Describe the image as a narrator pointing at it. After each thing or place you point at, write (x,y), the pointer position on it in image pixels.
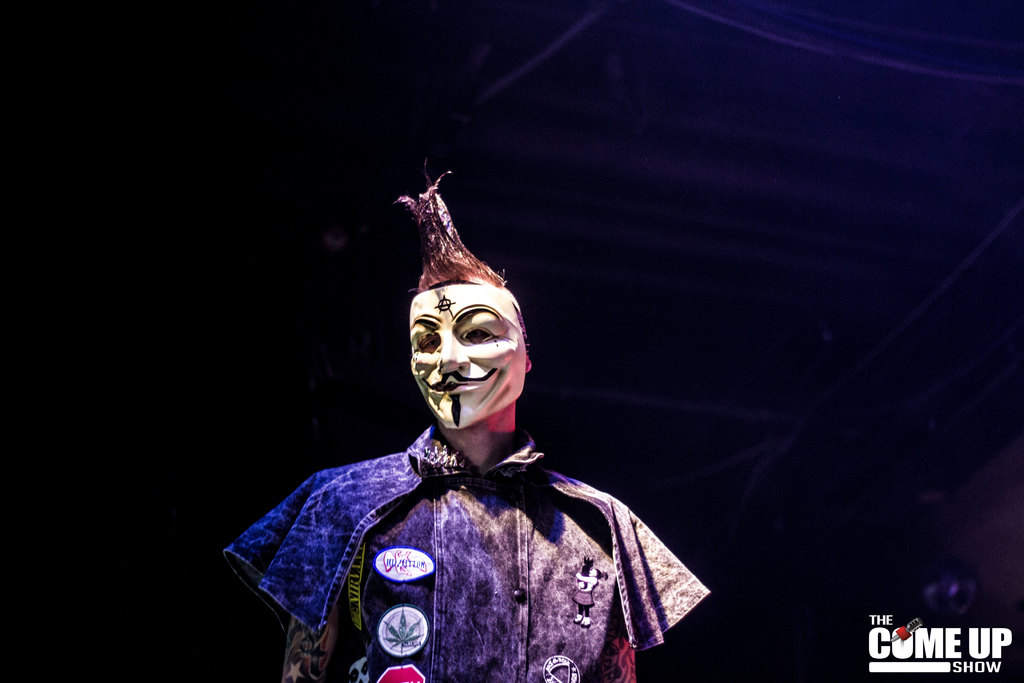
In front of the image there is a person (500,448) wearing a mask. On the right side of the image (955,602) there is some object (1005,553). At the bottom of the image (891,637) there is some text (912,637).
